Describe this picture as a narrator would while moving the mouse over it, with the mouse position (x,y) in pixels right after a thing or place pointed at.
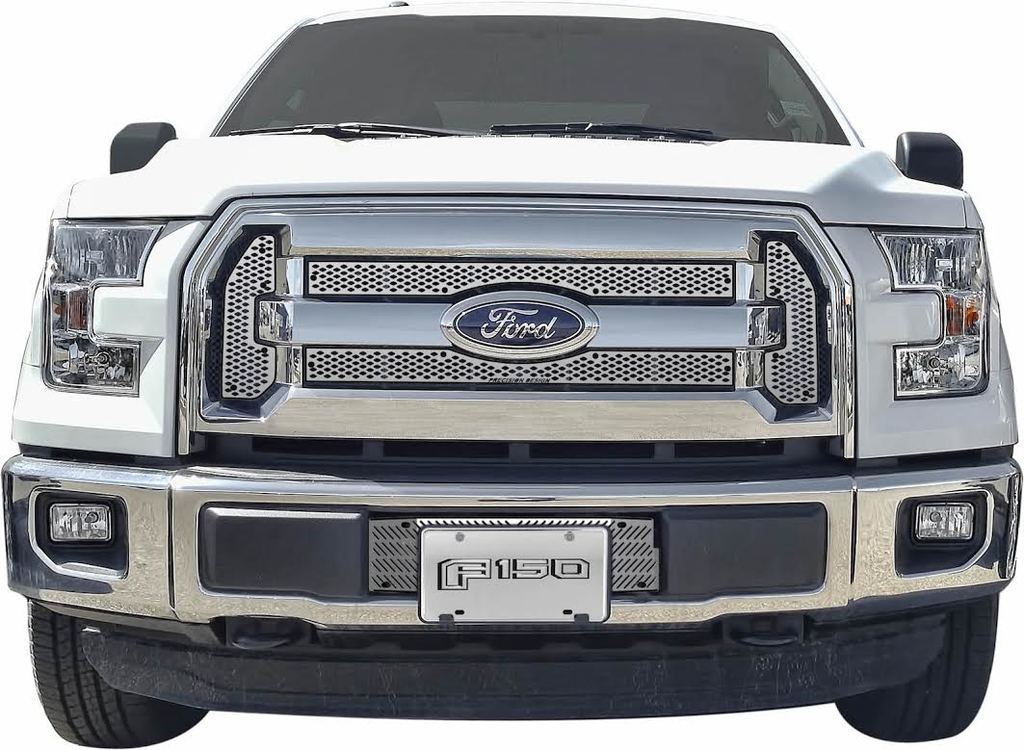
In this picture we can see a car (441,362) and in the background (46,123) we can see white color.
